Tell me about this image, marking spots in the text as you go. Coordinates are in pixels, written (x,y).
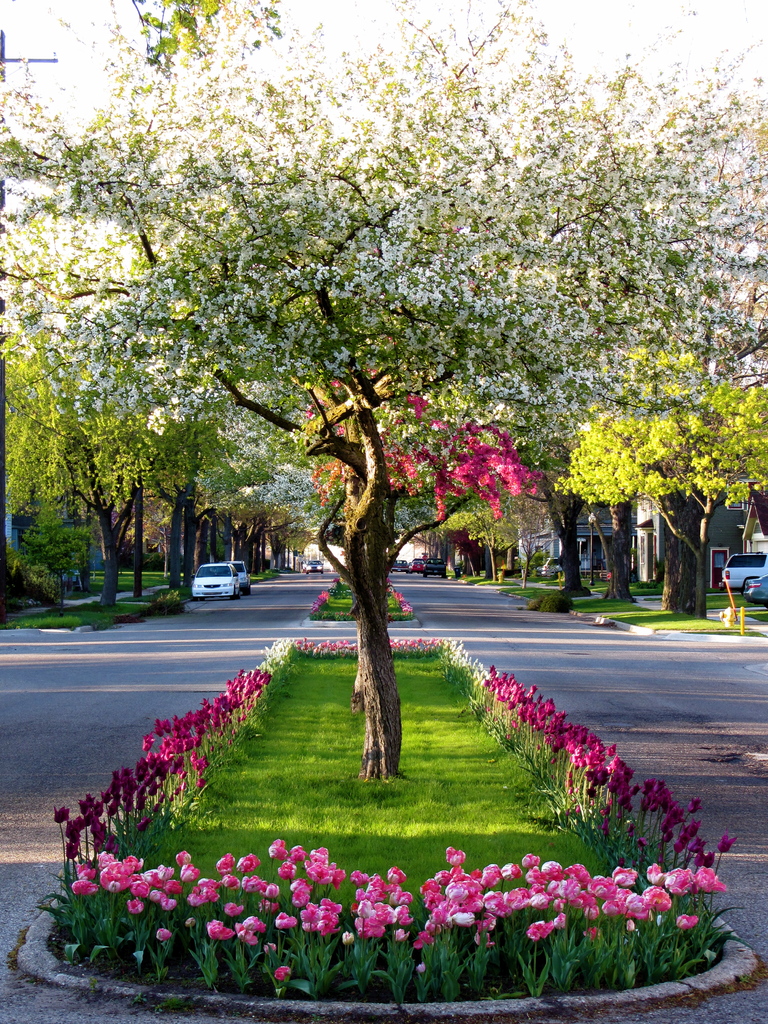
This is a tree (350,423) with white flowers (273,368). These are the tulip plants (352,961) with colorful tulip flowers (310,646). I can see the grass (336,702). These are the cars (236,593), which are parked. These are the trees (484,523) beside the road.
